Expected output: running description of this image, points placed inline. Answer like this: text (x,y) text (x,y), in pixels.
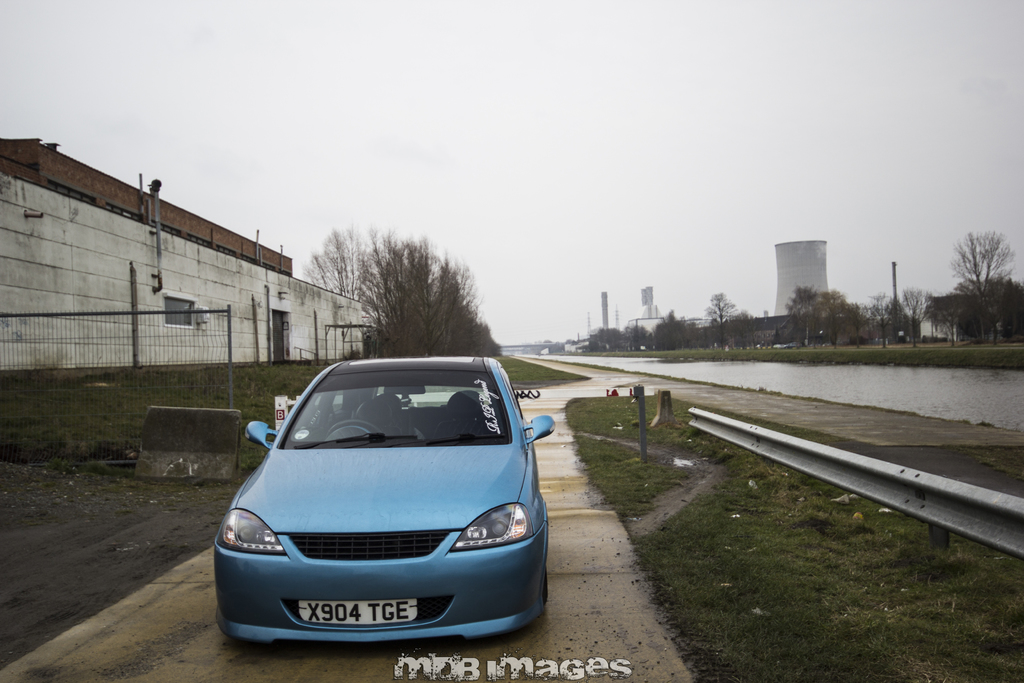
In this picture I can see buildings (788,265), trees (986,322) and a water canal (593,362) and I can see a blue color car (322,513) parked and grass (716,557) on the ground (515,366) and I can see a cloudy sky (702,141) and text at the bottom of the picture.
